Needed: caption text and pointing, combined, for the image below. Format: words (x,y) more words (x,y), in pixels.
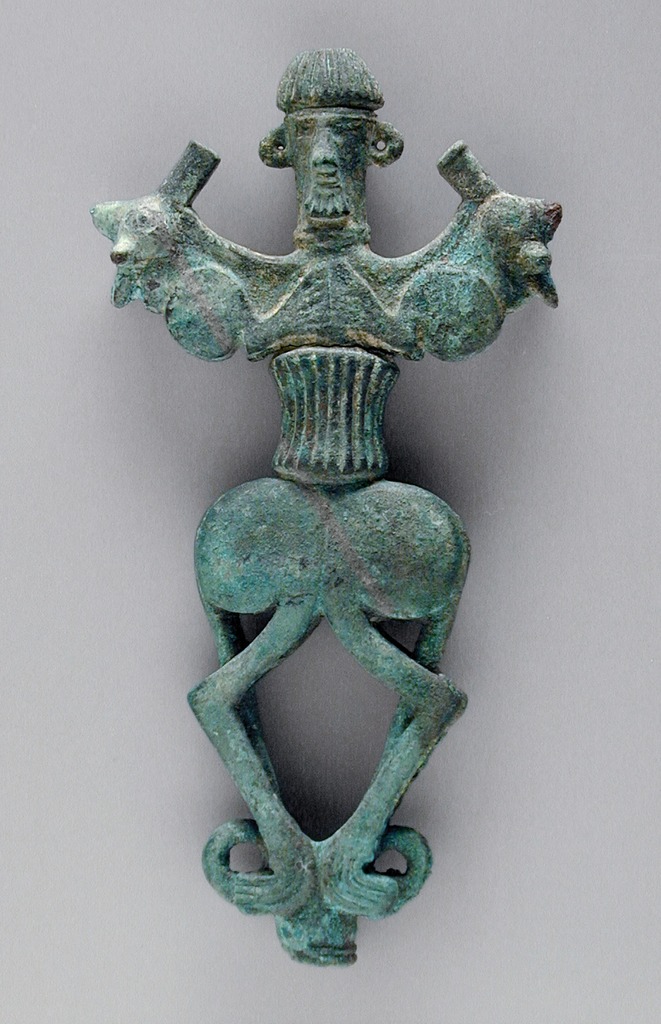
In this image we can see one bronze standard finial (524,284) attached to the white wall (86,699).
